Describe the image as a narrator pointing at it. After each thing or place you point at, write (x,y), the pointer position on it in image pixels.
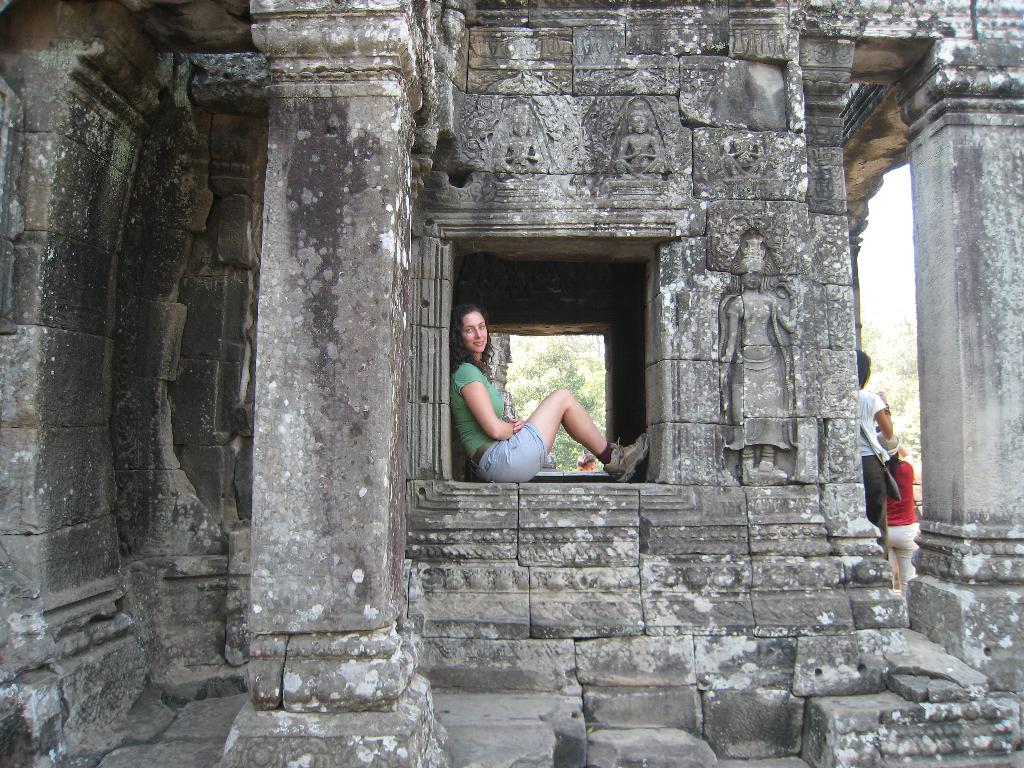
As we can see in the image there are some people (905,457), trees (885,369) and sculptures (774,335).
